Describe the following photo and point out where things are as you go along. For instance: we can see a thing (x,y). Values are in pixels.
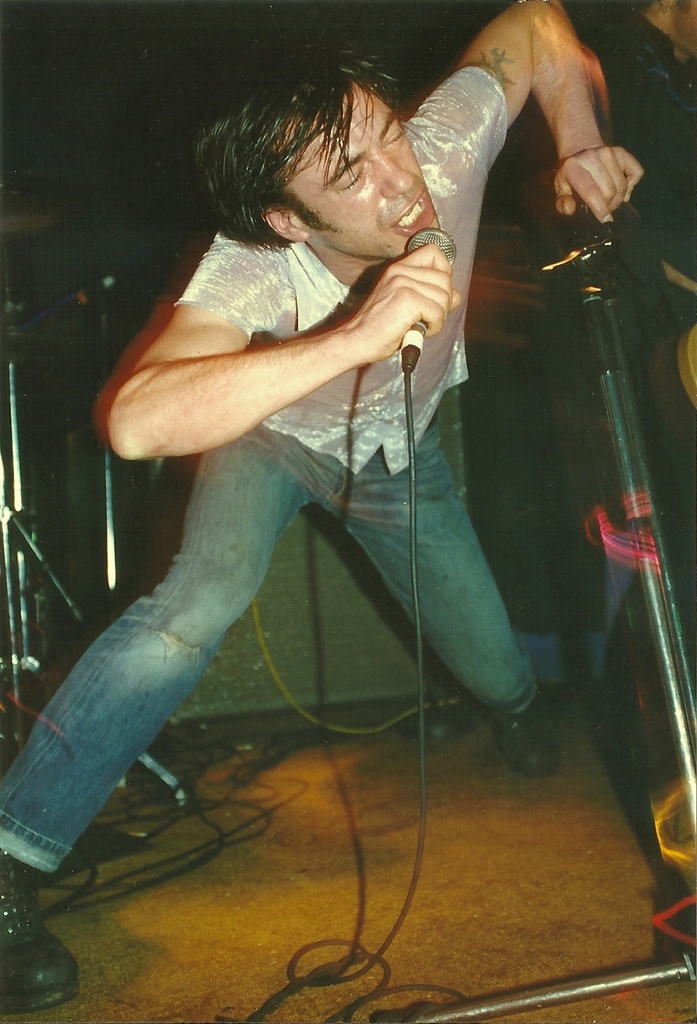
This picture seems to be clicked inside. In the center (243,430) there is a person (287,275) wearing white color shirt (455,183), holding a microphone (415,334) and seems to be singing. On the right (611,343) there is a metal stand (478,1010) and a cable (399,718). In the background (44,565) we can see the metal stands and some other objects (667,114).
